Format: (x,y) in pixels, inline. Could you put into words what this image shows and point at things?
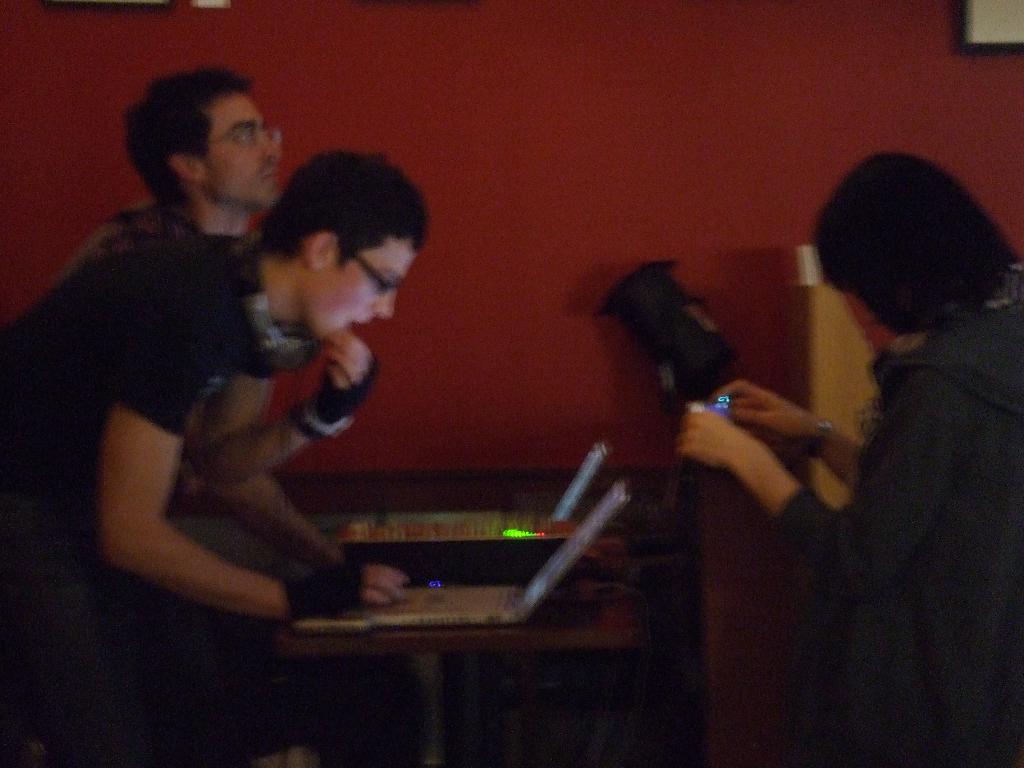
A person (112,328) in the left (168,341) is wearing specs (383,278) and gloves (326,425) is working on a laptop (511,606). And the laptop (496,611) is on the table (586,625). There is another person (888,481) on the right (912,477) is holding something. in the back (199,198) there is another person (251,168). In the background (603,190) there is a red wall (515,165).
